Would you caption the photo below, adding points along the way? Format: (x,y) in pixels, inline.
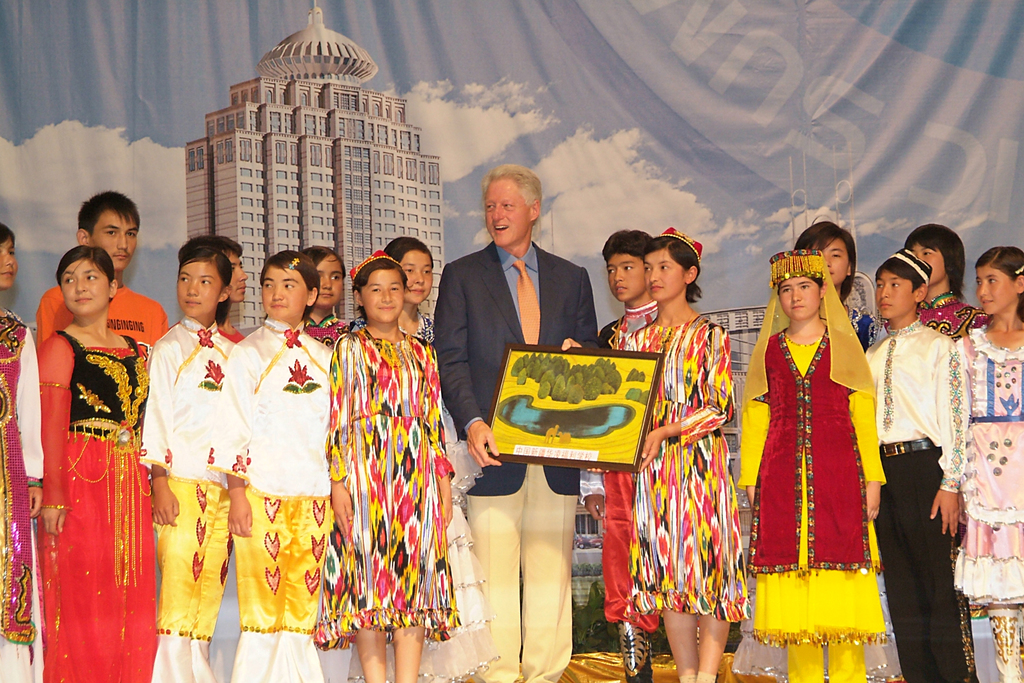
There is a group of persons (648,455) standing in the middle of this image (461,417). There is a painted curtain (559,139) is in the background (460,149). The person (544,341) standing in middle (545,441) is holding a frame (576,403).
